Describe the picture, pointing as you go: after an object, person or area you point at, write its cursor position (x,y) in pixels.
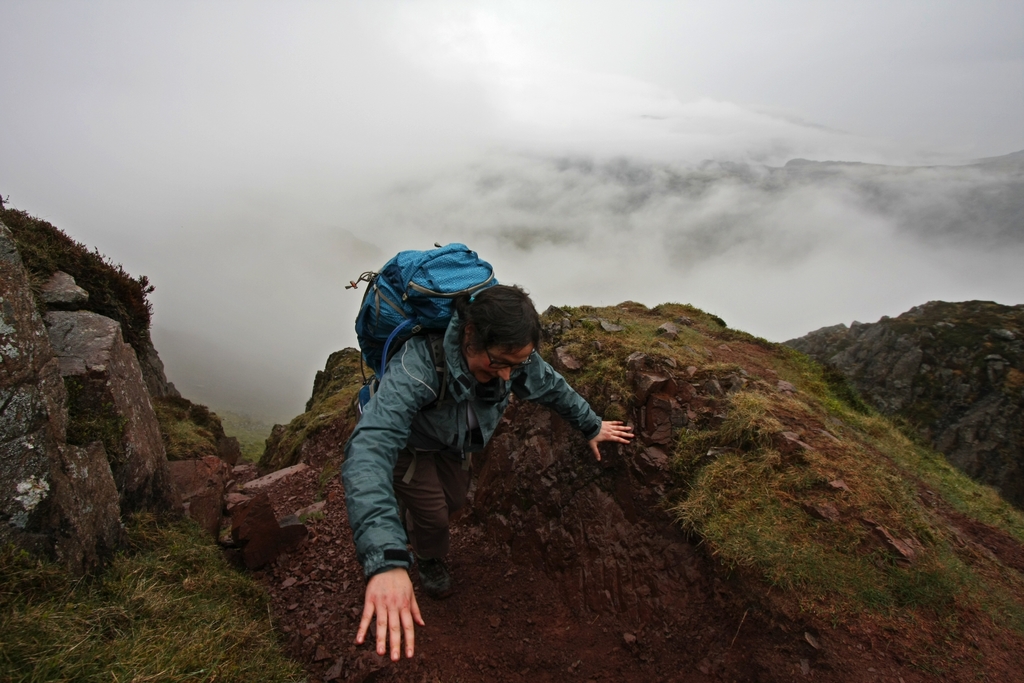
In this image in the center (481,422) there is a person (440,497) walking. In the background (455,171) there is fog (412,149) and in the front (190,636) there's grass (816,554) on the ground (811,537).
